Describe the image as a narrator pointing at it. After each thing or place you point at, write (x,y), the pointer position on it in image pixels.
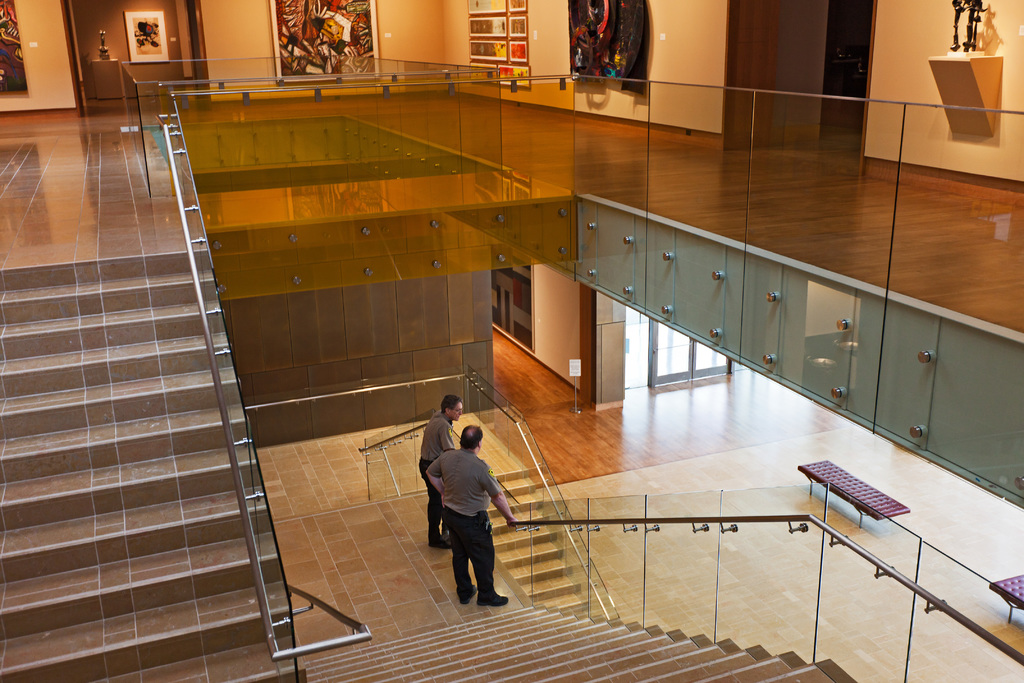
In this picture there are two men (474,497) standing and we can see steps (635,630), railings (474,393), benches (851,480) on the floor (324,444) and board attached to the pole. In the background of the image (283,49) we can see boards (316,13) and frames (322,24) on the wall (247,11) and objects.
